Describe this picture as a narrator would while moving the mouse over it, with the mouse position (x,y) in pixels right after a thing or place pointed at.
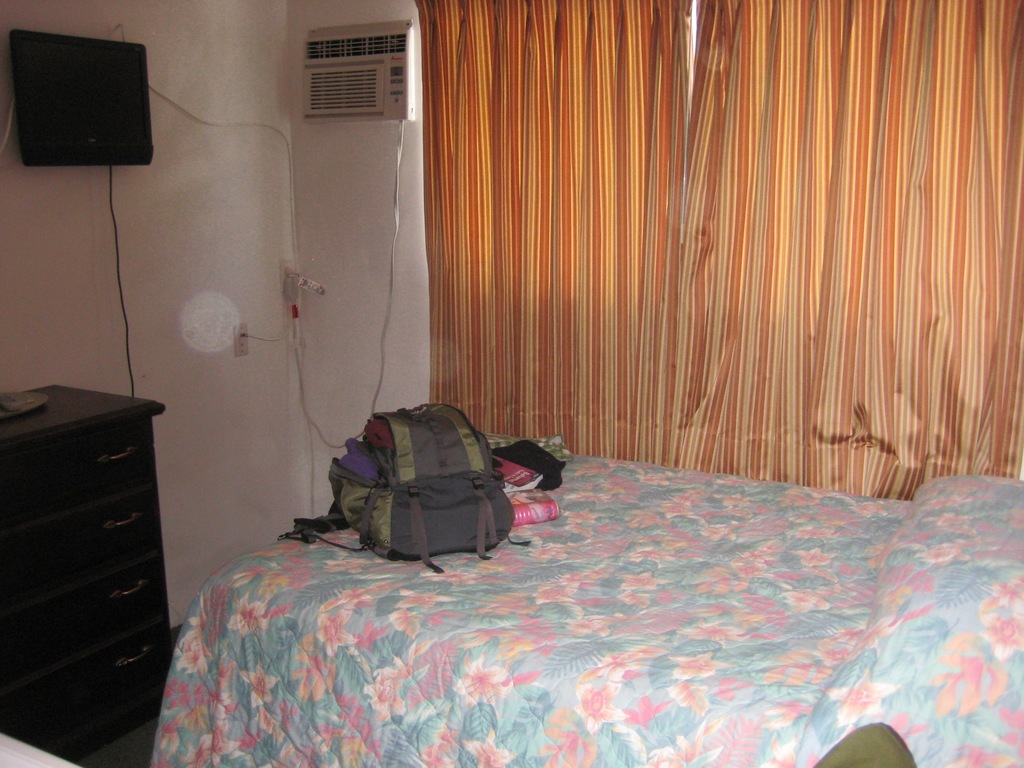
In this image we can see backpack (491,460), books (508,464) and a few more things (526,502) are kept on the bed (722,561), here we can see the wooden drawers (69,570), television (133,118) fixed to the wall (160,114), air conditioner (379,98) and the curtains (602,177) in the background (594,93).
